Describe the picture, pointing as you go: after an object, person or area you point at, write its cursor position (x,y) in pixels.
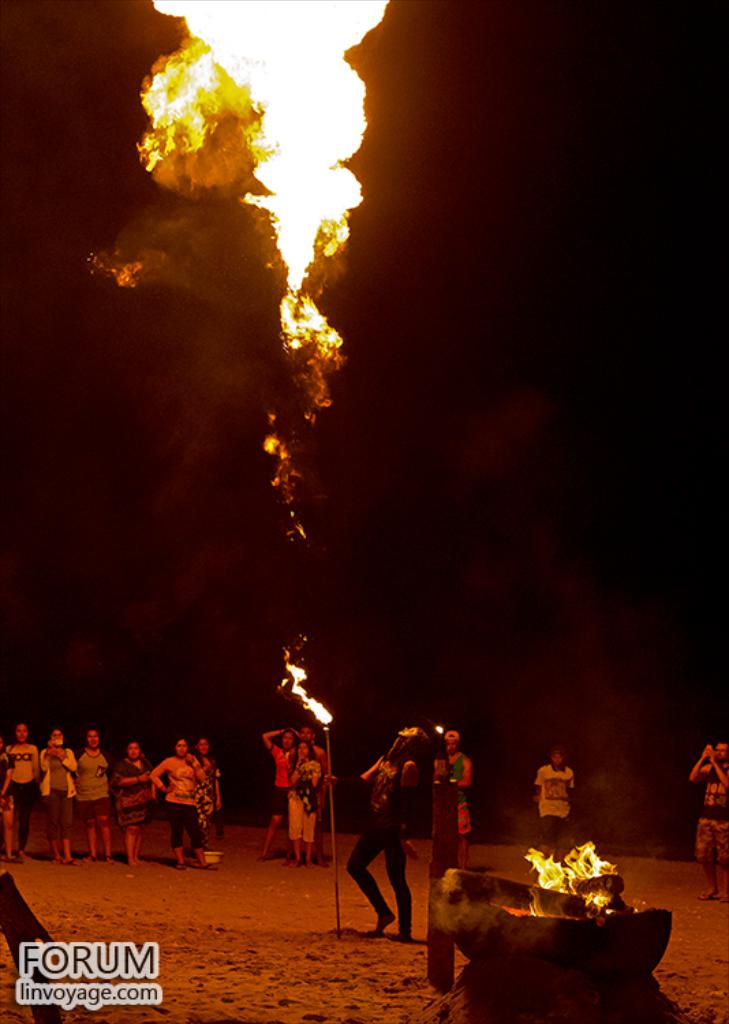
In this image there are group of people (133,792) standing together and watching at the fire (241,72) blowing upside, in front of them there is a big pot (488,920) with so much of fire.
